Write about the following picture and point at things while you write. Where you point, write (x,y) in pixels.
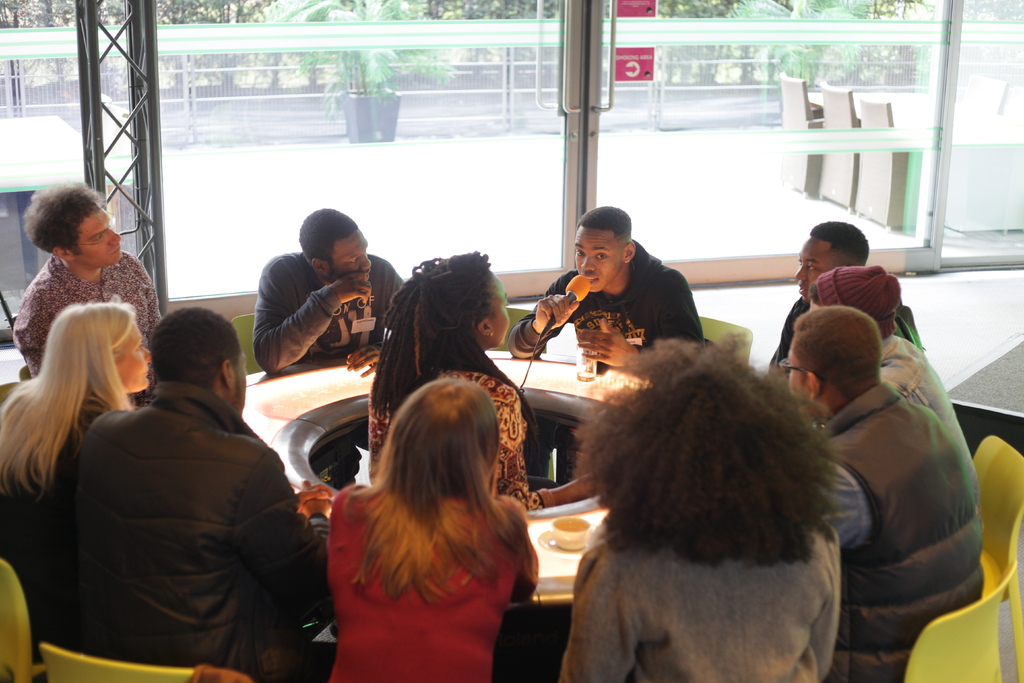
this is a picture of a room (13,203) where there is a table (537,386), some chairs (1008,541) and in that table (579,391) there is a glass (591,375), cup (560,536), saucer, and the man (520,327) who is sitting in the chair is talking by holding a microphone (542,334) in his hand (544,321) and at the right side of that man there are some people (884,501), and there is a woman (628,390) in this middle (437,396), another woman (492,556) sitting in the chair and a man (287,526) sitting, another woman (30,527), and a man (165,344) sitting in the chair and at the middle of the table (365,408) there is a woman (554,499) who is sitting in the chair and at the background (540,139) there is a door (531,152), a door handle (537,90), a label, a plant (388,20), some trees (237,13).
